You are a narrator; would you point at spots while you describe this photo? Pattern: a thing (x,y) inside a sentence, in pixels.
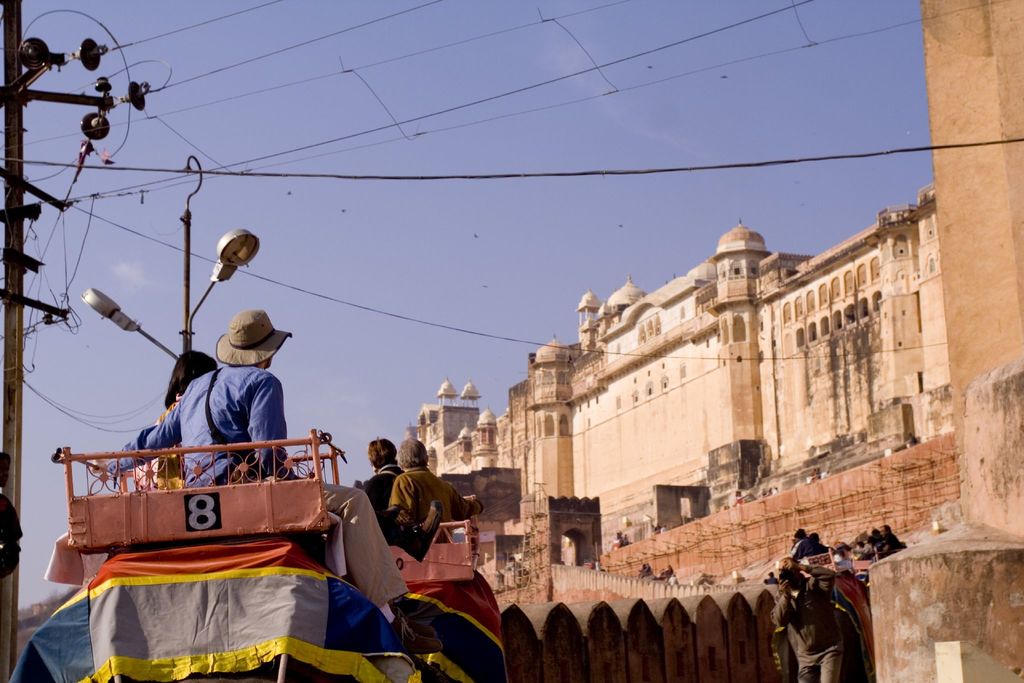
In this picture there are people (429,472) those who are riding on the elephants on the right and left side of the image (242,407) and there are buildings (621,348) on the right side of the image (817,415), there is a pole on the left side of the image (16,447).
